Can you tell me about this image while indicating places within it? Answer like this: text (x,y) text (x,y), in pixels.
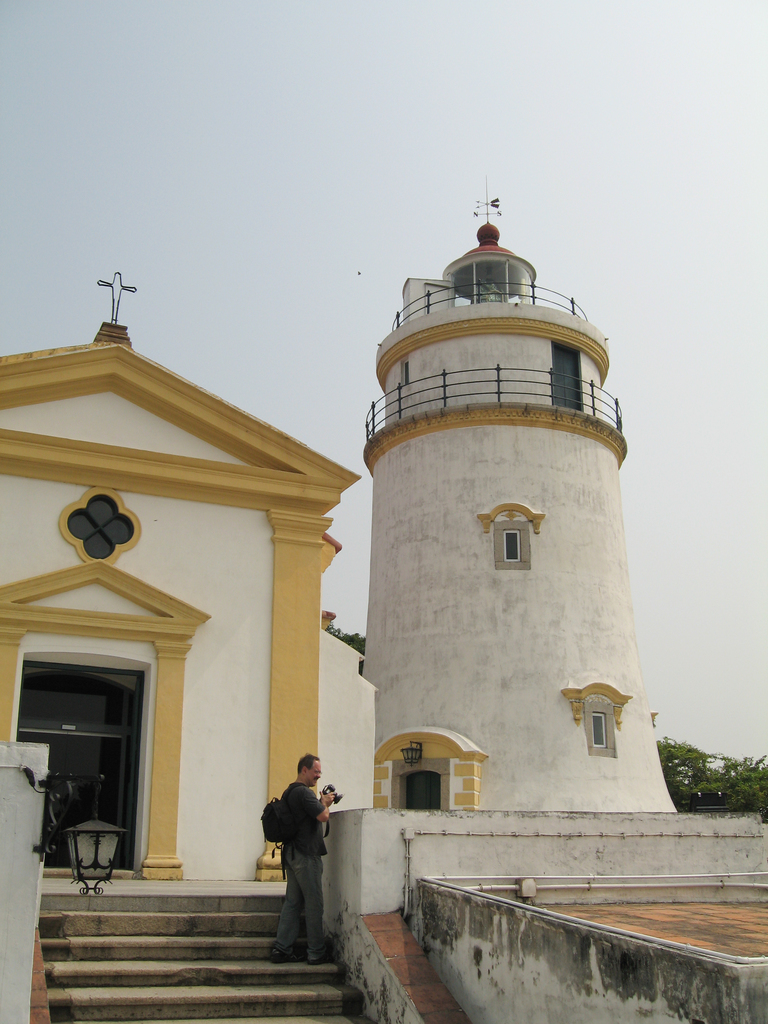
This looks like a building (99,643) with the glass doors (137,750). I think this is a lighthouse tower (503,698). Here is a person (314,771) standing and holding a camera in his hand (331,799). This looks like a lamp (106,846), which is attached to a wall (31,882). These are the stairs (186,926). On the right side of the image (734,805), I can see the trees (749,802). This is the sky (685,174).
